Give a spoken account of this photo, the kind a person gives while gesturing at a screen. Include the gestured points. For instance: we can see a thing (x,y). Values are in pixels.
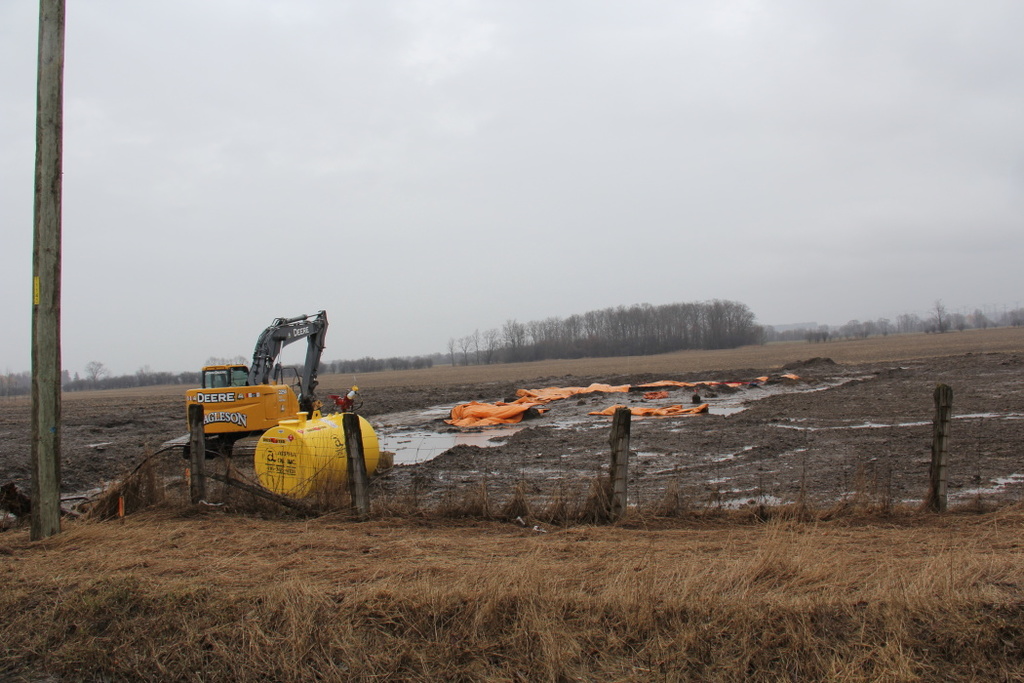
In this image there is a vehicle (246,388) behind the fence (600,500). Bottom of the image (542,568) there is grassland (691,590). There is some water (455,435) and few objects (696,386) are on the land (543,431). Background there are few trees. Top of the image (391,166) there is sky (376,197). Left side there is a pole (53,340).
